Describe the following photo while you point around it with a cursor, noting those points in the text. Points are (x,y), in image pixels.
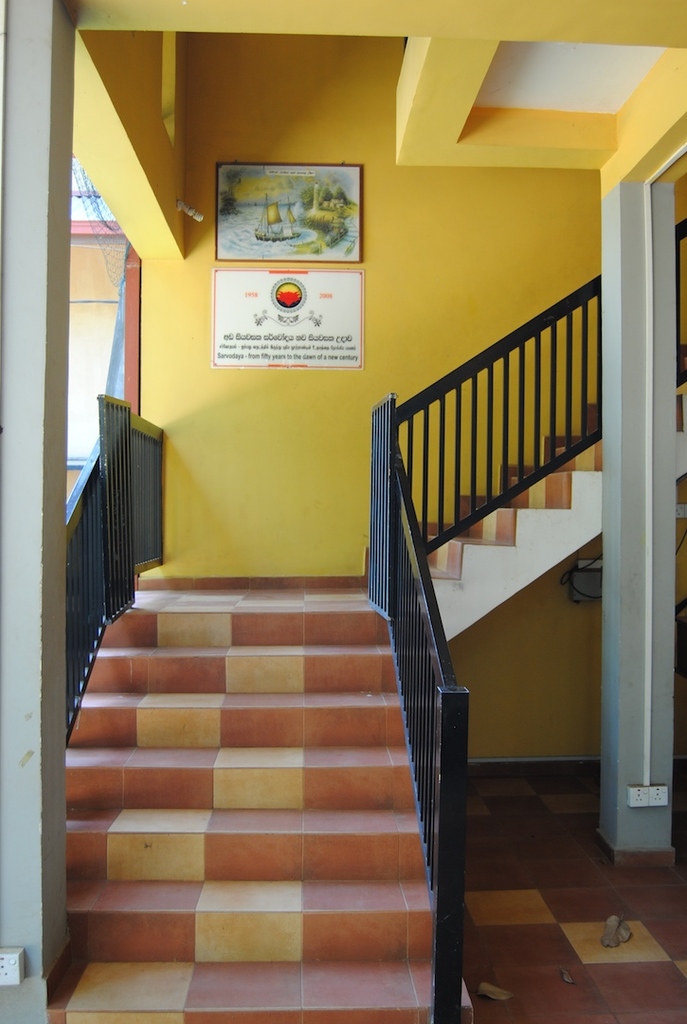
In this image there are stairs (574,444) to the upper floor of a building (28,353) and also some boards (249,296) on the wall (245,413).
